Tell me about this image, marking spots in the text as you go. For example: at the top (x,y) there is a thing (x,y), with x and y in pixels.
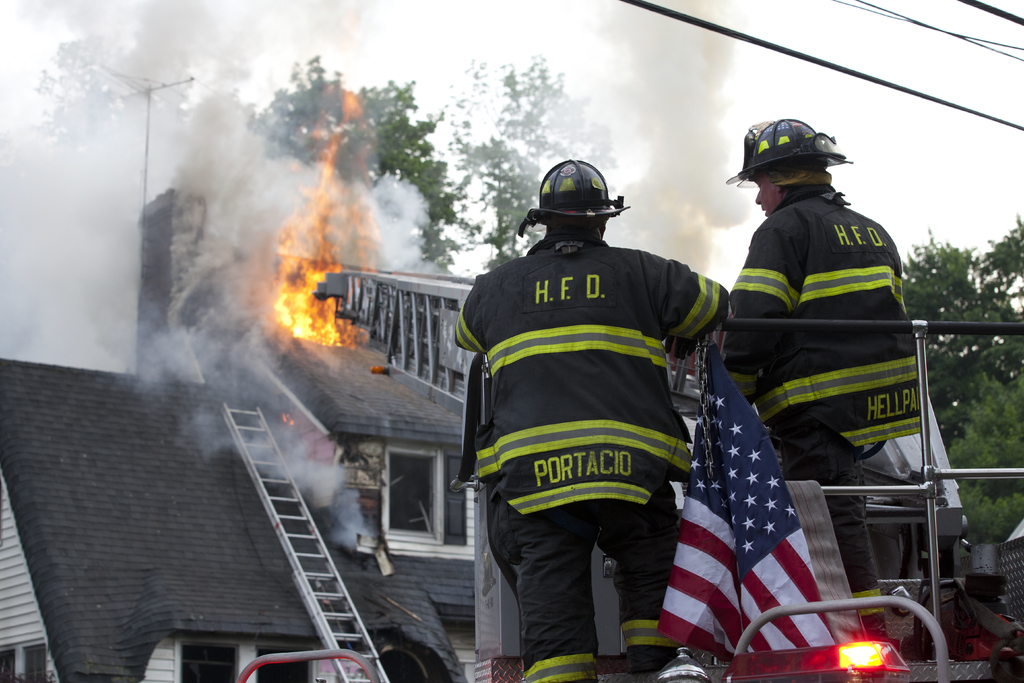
In this image we can see two men (690,341) are standing on the fire engine (619,673). In the background of the image (183,477), we can see fire (307,292), smoke (98,361), building (244,600), ladder (291,542) and trees (954,414). At the top of the image (453,57), we can see the sky (851,108). We can see a flag (732,586) at the bottom of the image (751,564).
